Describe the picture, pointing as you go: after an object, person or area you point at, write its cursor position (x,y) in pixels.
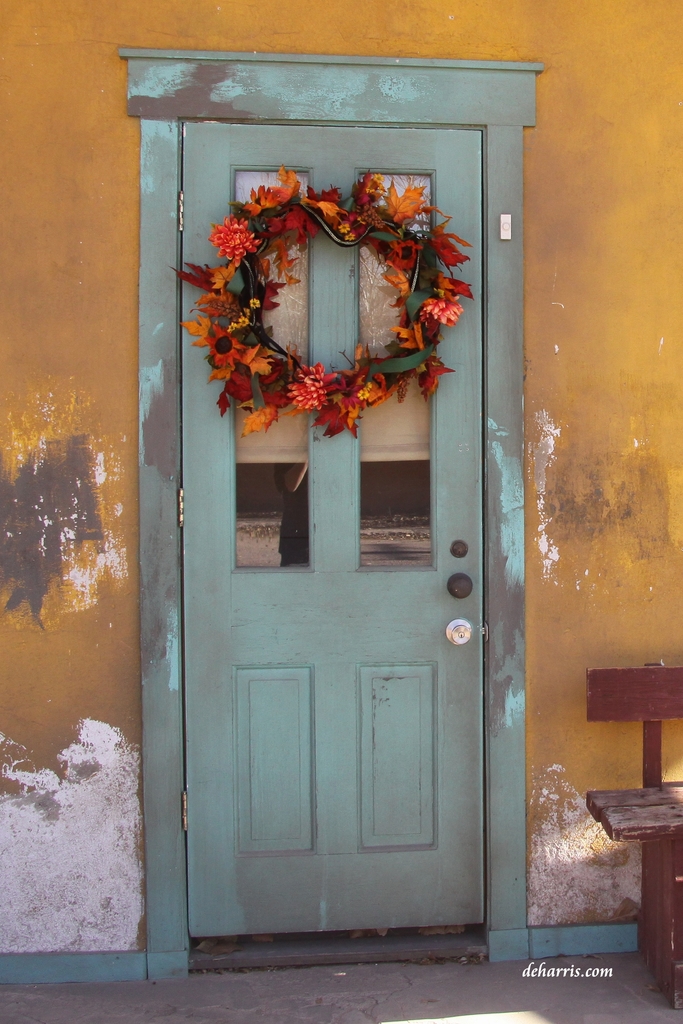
This image consists of a door (235,734). It is in blue color. There is a bench (625,800) on the right side (638,805).
